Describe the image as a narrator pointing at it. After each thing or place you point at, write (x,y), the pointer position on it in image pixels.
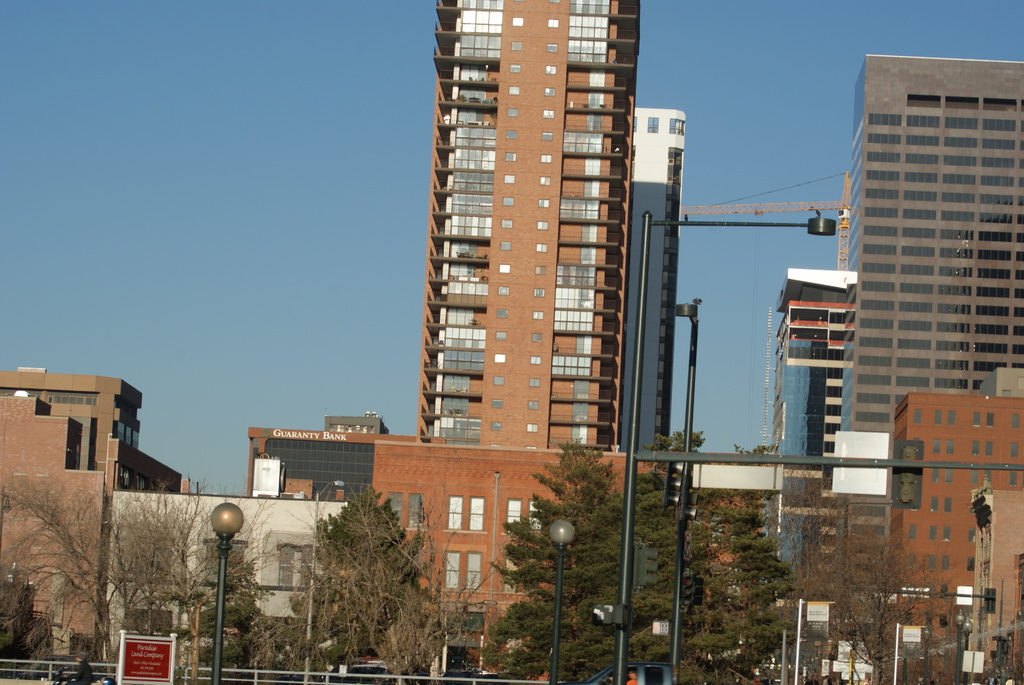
In this picture we can see buildings (476,327) and trees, here we can see electric poles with lights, traffic signals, boards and some objects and we can see sky (219,223) in the background (206,223).
